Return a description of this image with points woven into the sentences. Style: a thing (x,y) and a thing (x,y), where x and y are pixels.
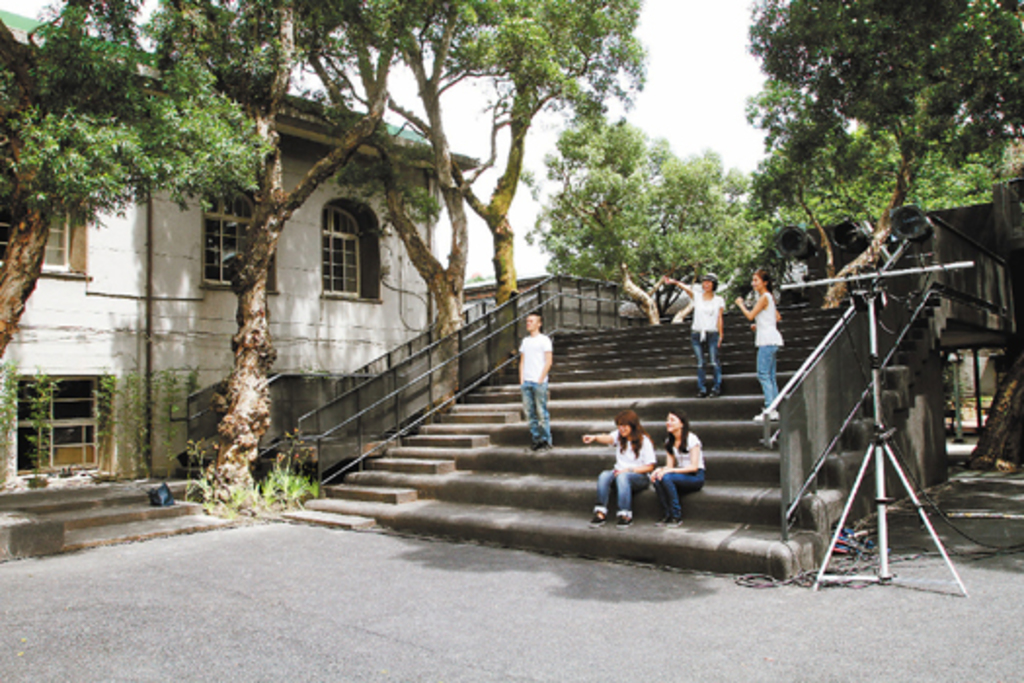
In the image we can see there are many people (629,422) wearing clothes (529,366) and shoes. These are the stairs (598,470), fence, lights (840,236), cable wire (976,540), stand (875,415), building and windows (343,260) of the building (332,284), trees (246,75), grass (276,475) and a sky (687,101), this is a footpath (187,599).
